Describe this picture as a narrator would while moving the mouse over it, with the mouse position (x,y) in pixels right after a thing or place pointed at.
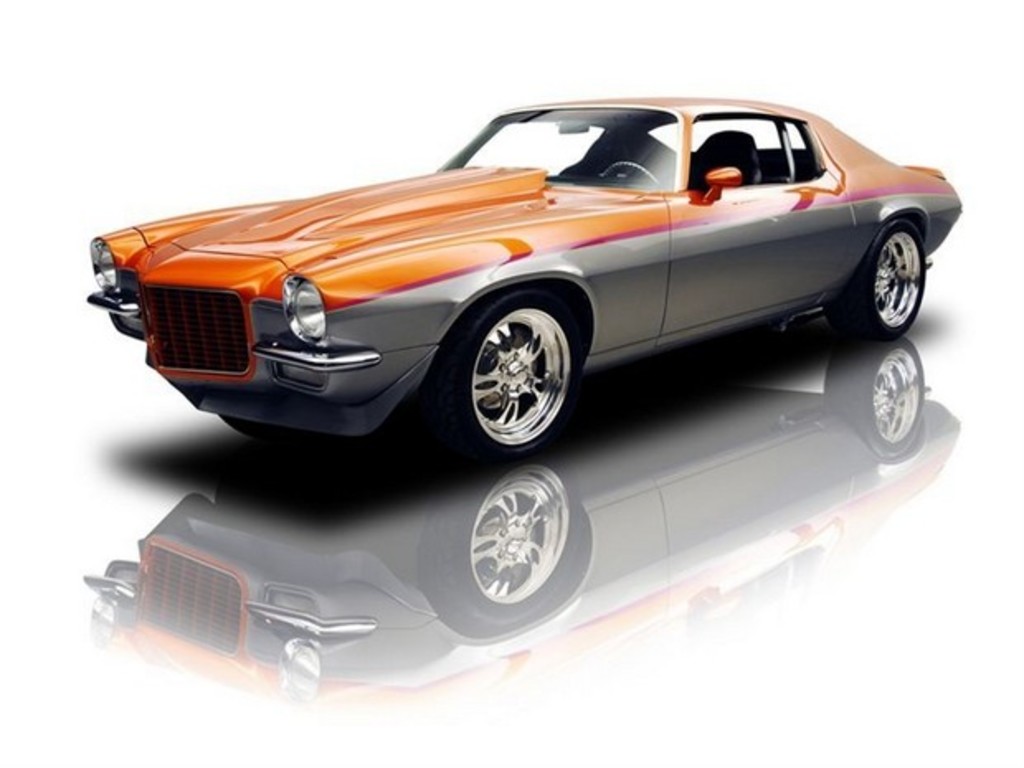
In this image we can see a car (839,306) and its shadow (749,400) on the floor (797,457).
